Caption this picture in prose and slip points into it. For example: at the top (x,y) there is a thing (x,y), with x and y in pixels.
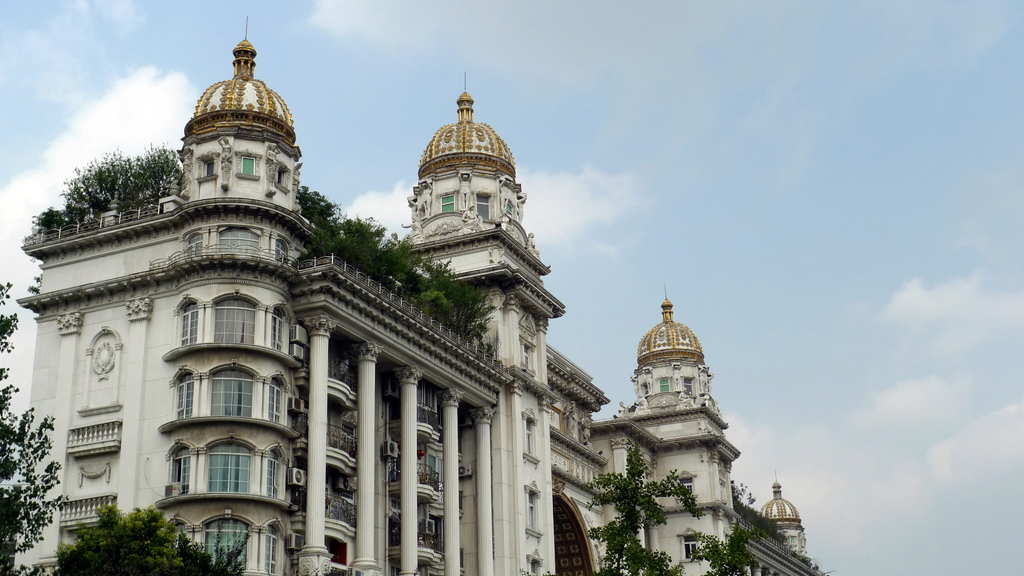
In this image I can see the building (338,444) which is cream in color and I can see few trees (112,520) around it and I can see few plants (417,281) on the building (317,264). In the background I can see the sky (686,179).
